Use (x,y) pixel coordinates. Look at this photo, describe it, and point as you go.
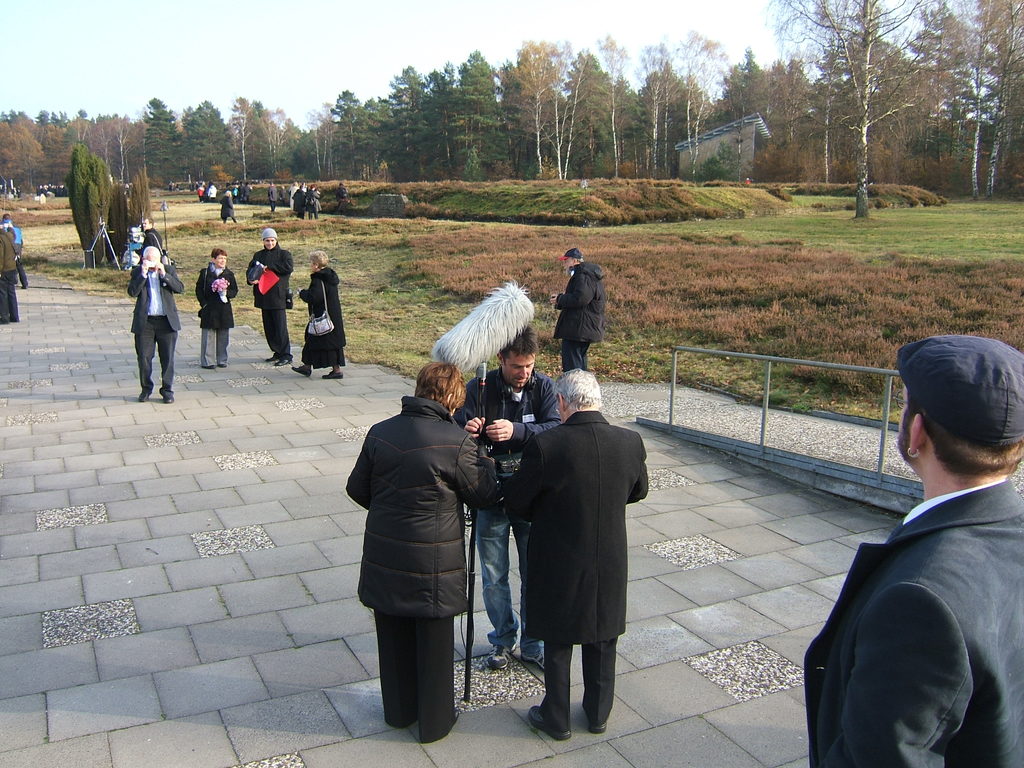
There is a road (86,466) made with bricks (291,617). There are many people (21,265). Person (927,566) on the right (951,446) is wearing a cap (948,382). Also there is a railing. One person (492,392) is holding a stick (482,389) with something on that. In the back (116,206) there is grass (559,267), trees (349,108) and sky (183,42).
